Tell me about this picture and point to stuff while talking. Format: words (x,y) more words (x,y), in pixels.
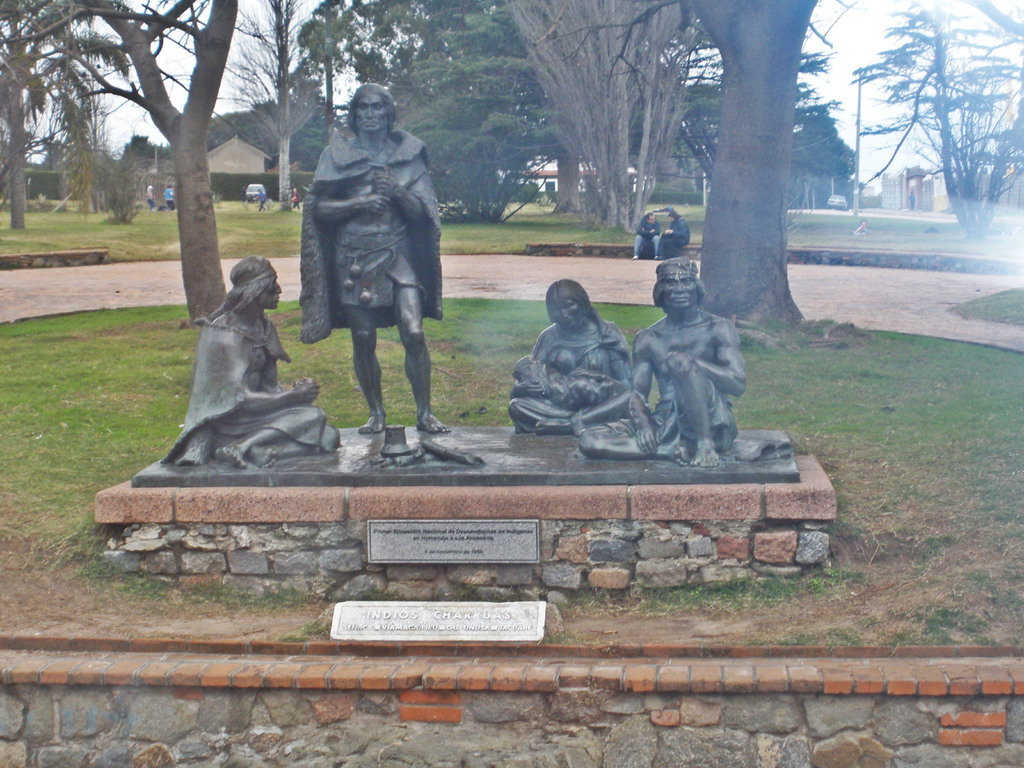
In this picture, we can see a few statues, name plates (408,529), ground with grass (28,471), trees (24,1), poles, a few people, buildings (893,181), and the sky (868,34).
